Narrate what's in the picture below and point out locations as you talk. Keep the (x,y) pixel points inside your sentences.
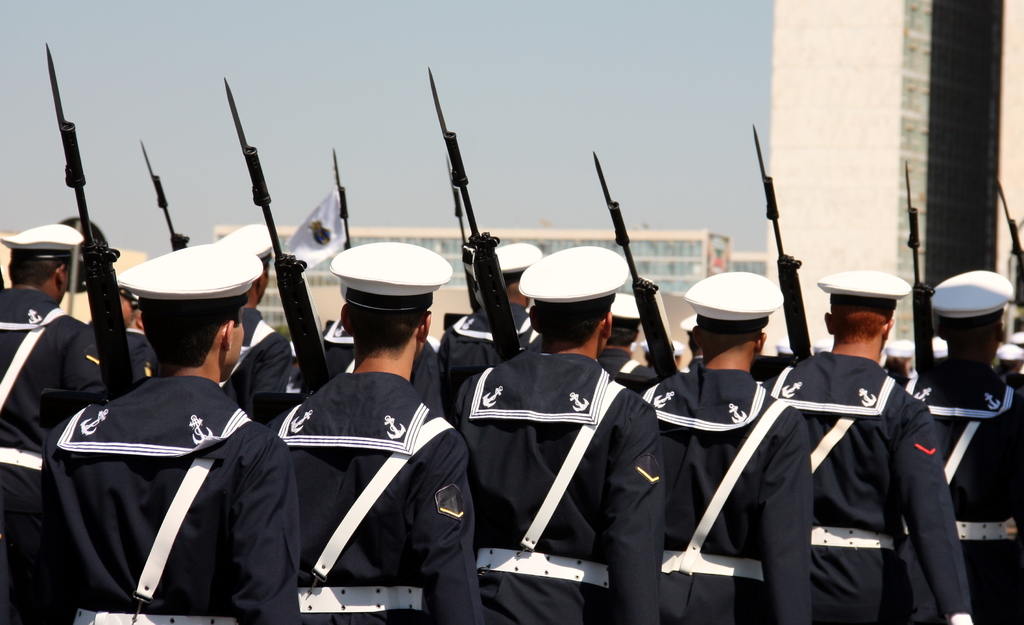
In this image we can see people (150,459). They are wearing uniforms (214,420) and we can see rifles (97,297). In the background (748,266) there are buildings (689,251) and sky (490,162).
